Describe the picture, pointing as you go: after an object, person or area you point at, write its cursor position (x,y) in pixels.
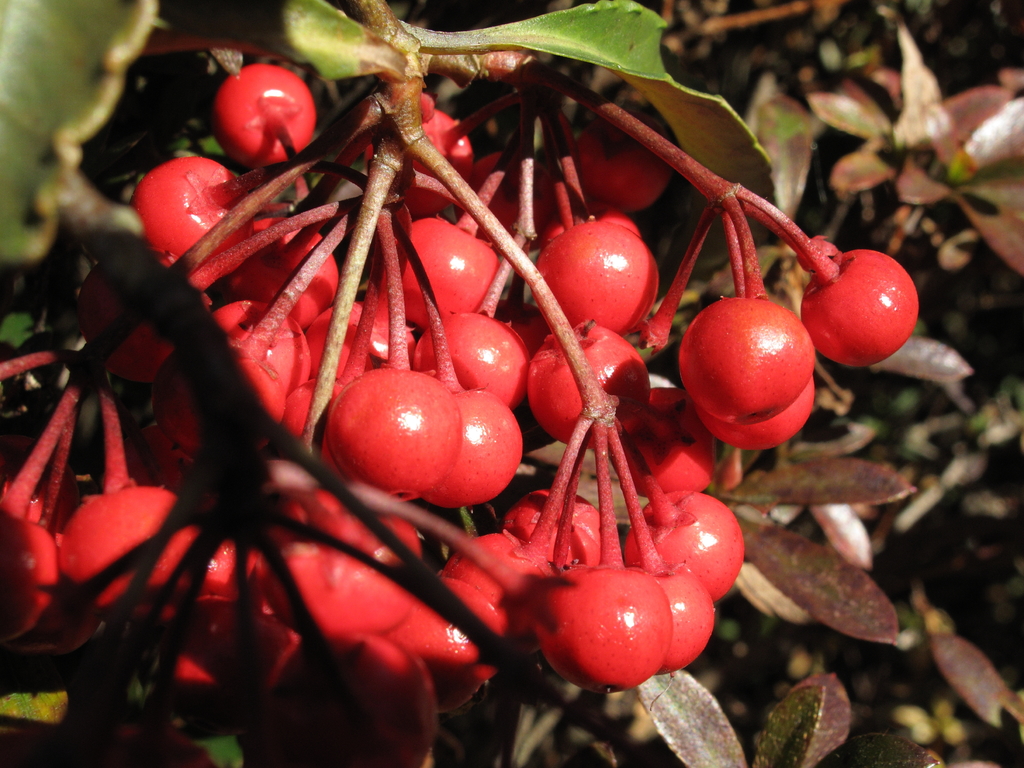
In this image we can see a bunch of red berries (278,252) to the plant (708,133).
